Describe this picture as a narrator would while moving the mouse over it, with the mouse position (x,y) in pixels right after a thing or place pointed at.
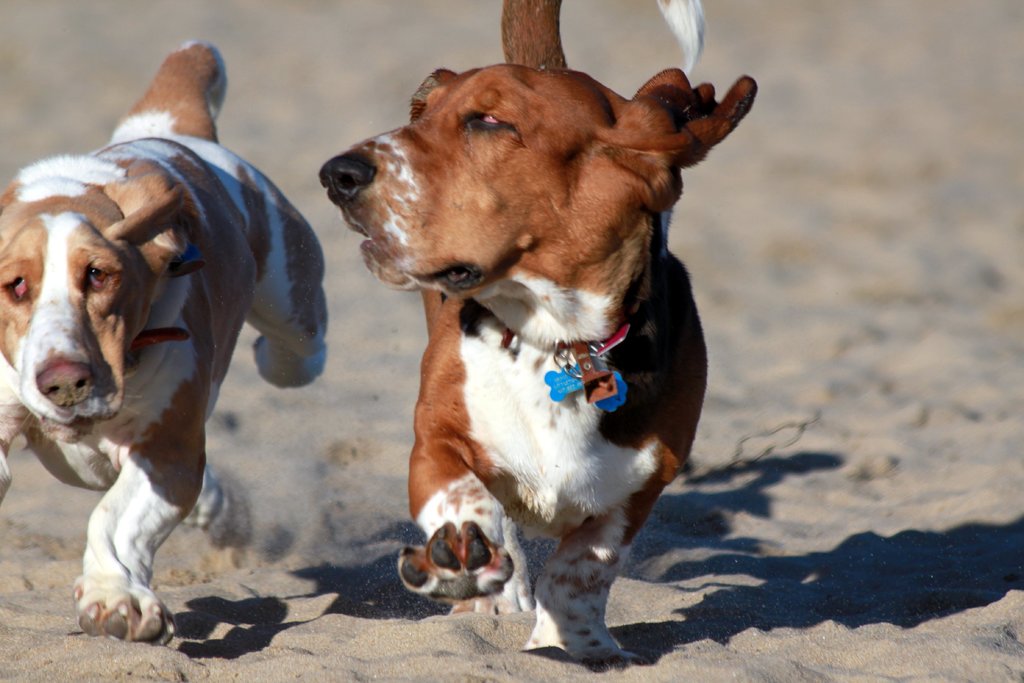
There are two dogs (171,349) walking. This looks like a sand (861,355). I think this is the dog belt (603,350), which is around its neck (602,332).
